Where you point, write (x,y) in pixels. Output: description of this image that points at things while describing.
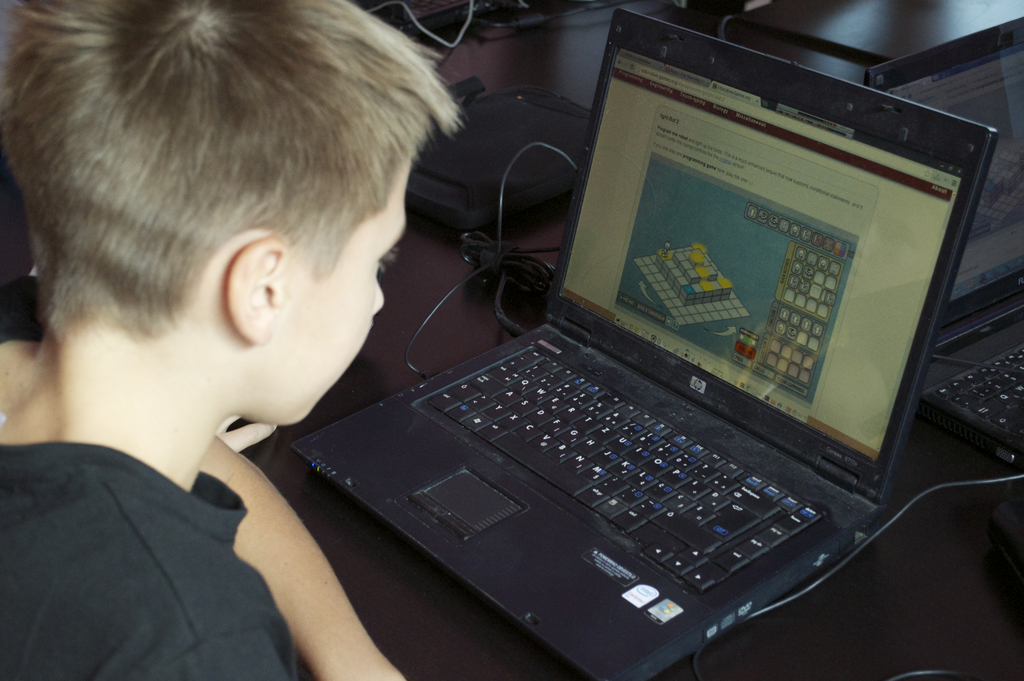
In this image, we can see a person (237,574) in a black dress (121,534). Here we can see a laptop (553,463) and screen (741,360). So many things (980,394) and objects (668,445), laptops (726,549) are placed on a surface (404,631). Right side of the image (998,351), we can see another laptop (1003,345) here.
